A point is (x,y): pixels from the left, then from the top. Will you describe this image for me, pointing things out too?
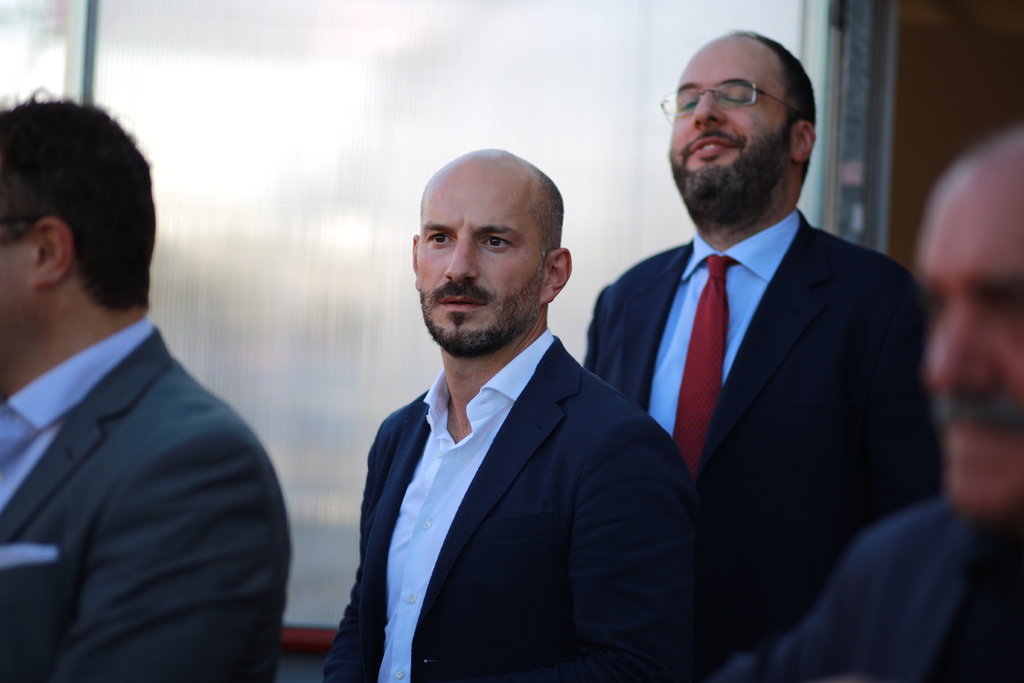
These three people (394,563) wore suits (526,552). This man (708,238) wore tie (722,312) and spectacles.
